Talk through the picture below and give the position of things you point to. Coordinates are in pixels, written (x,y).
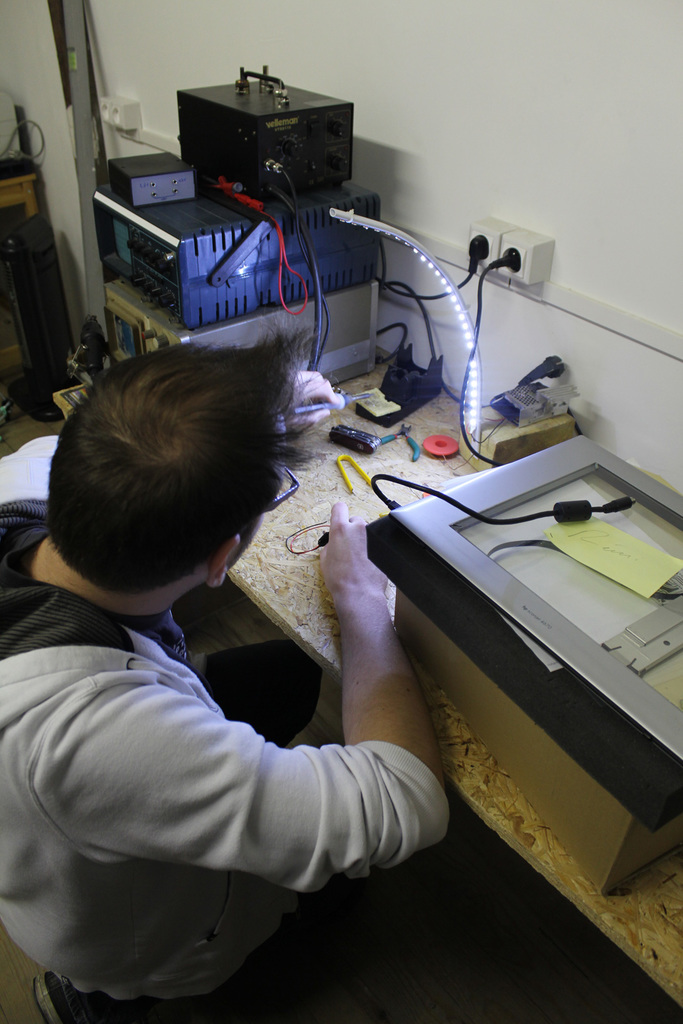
In this image i can see a man (90,577) sit on his knee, in front of him there is a table (292,605), on it, there are some electronic instruments (200,267) and there are some cables (479,243) and there is a scanner (409,556) on the right side (500,645) visible and there is a light (475,362) visible on the middle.
